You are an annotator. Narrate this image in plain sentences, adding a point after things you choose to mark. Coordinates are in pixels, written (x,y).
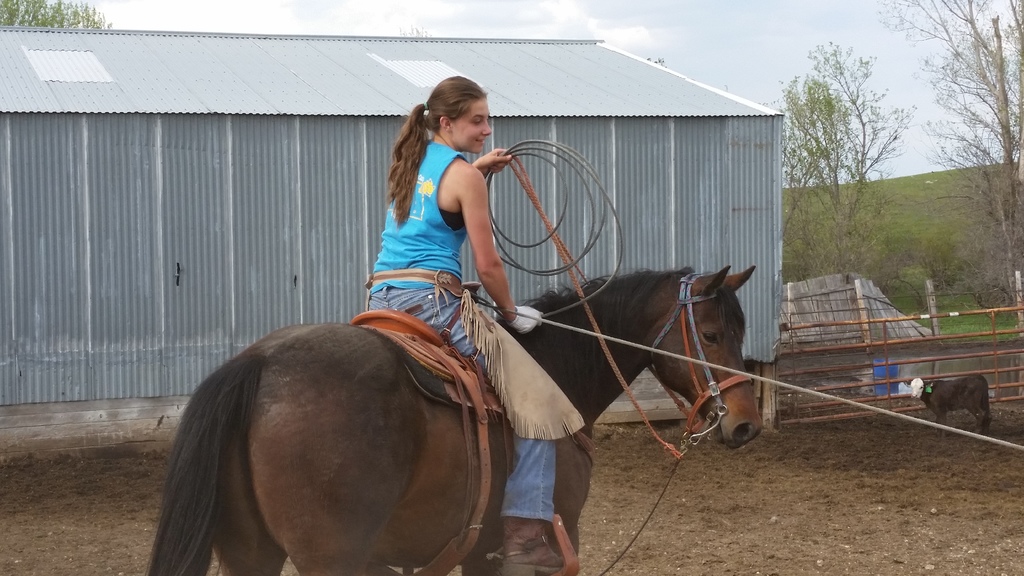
In this image in the front (392,345) there is a woman (447,262) sitting on the horse (548,357) and holding a rope (610,340) in her hand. In the background (1006,188) there are trees (828,181), there is grass (911,242) on the ground (924,249), there is a fence (992,335) and there is a cottage (281,114) and the sky (479,34) is cloudy and there is an animal (944,416).
